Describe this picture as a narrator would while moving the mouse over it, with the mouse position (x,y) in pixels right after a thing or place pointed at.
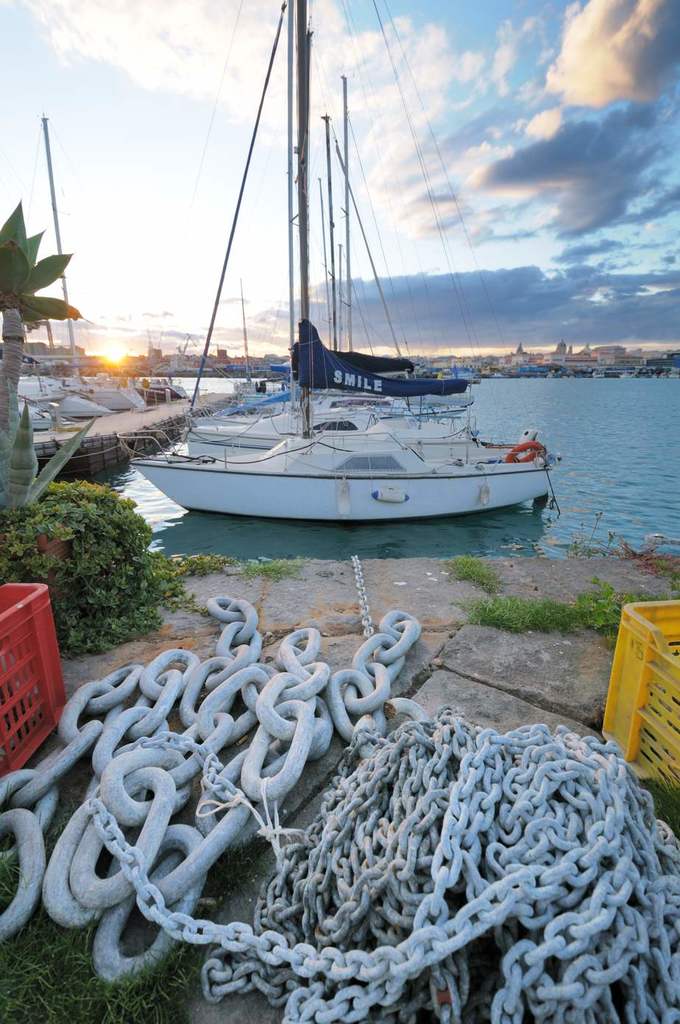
In this image we can see a few boats (358,482) on the river (412,536). On the left side (52,522) there are a few plants (49,489) and trees (3,285). At the bottom of the image (87,710) there are few chains (89,692) and baskets (47,723). In the background (572,363) there are buildings (509,370) and a sky (478,175).
